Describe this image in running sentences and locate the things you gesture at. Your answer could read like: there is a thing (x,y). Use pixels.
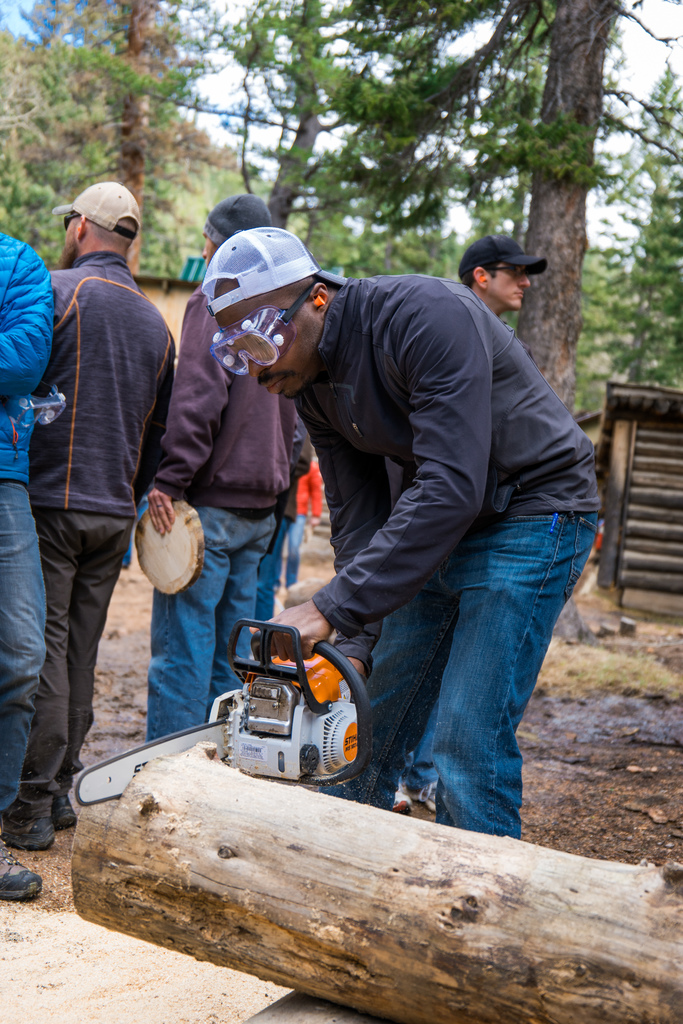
In this image, there are a few people (304,274). Among them, some people (240,265) are holding some objects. We can see the ground (670,806) and some wooden objects (153,819). We can also see some trees (365,235) and the sky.
